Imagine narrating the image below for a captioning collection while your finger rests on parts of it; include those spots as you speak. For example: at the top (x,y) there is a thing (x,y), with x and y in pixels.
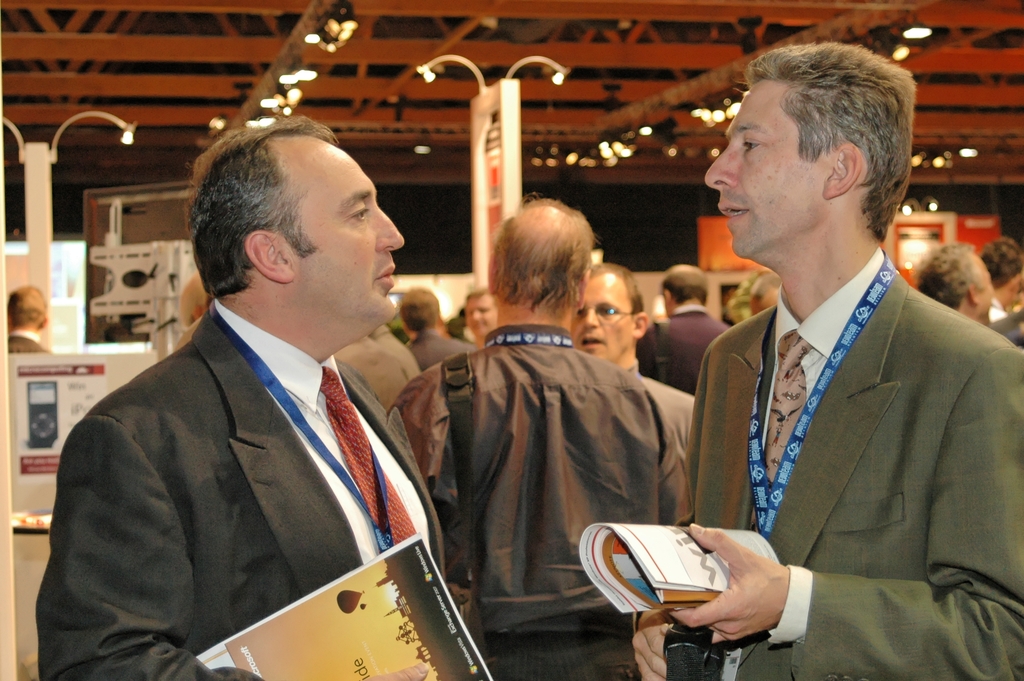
In the center of the image (358,381) there are two persons (804,537) standing on the floor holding a books (446,645). In the background (585,362) there are many persons (634,316), lights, boards (519,129) and iron bars (590,65).
